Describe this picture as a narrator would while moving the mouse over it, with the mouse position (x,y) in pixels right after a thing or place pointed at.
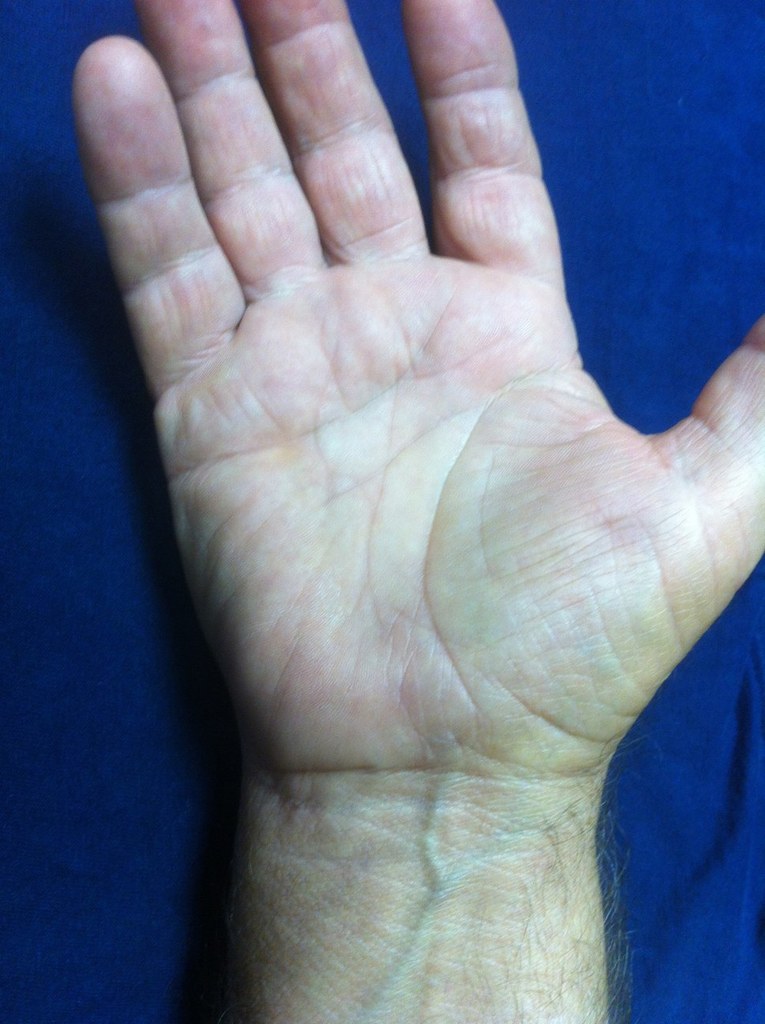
In this image there is a hand (370,483) of the person (419,488) which is on the blue colour surface (663,208).
